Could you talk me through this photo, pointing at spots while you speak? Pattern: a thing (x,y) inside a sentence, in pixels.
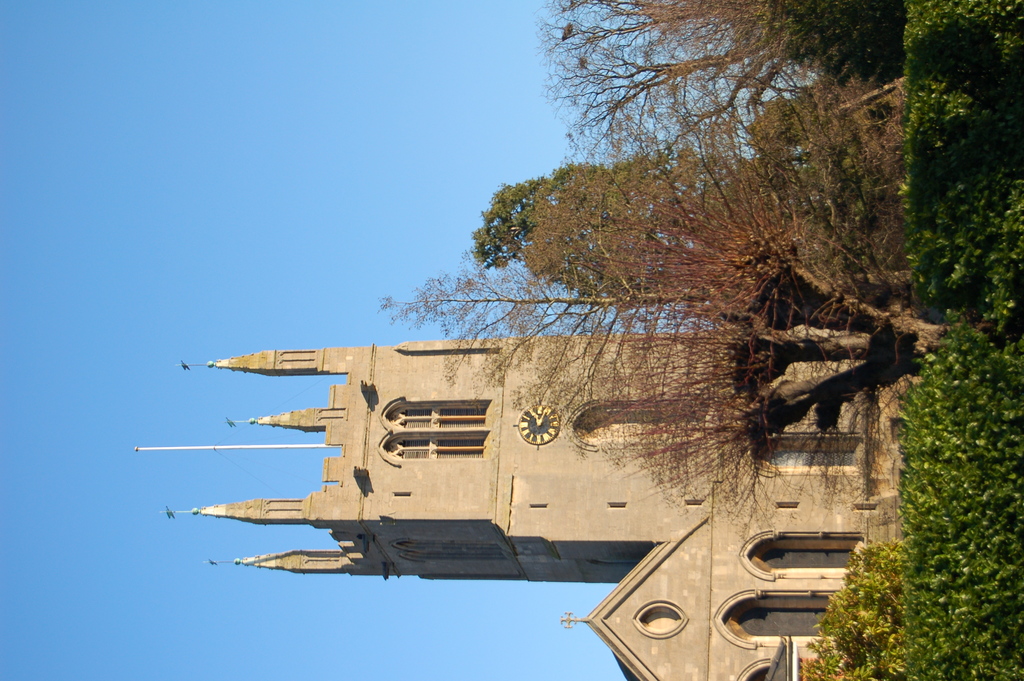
In this picture we can see a few bushes (974,329) at the bottom of the picture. We can see a few trees (679,150) and a building (626,460) in the background (573,428). There is a clock (525,428) and windows (439,436) are visible on this building (562,518). Sky (120,353) is blue in color.
